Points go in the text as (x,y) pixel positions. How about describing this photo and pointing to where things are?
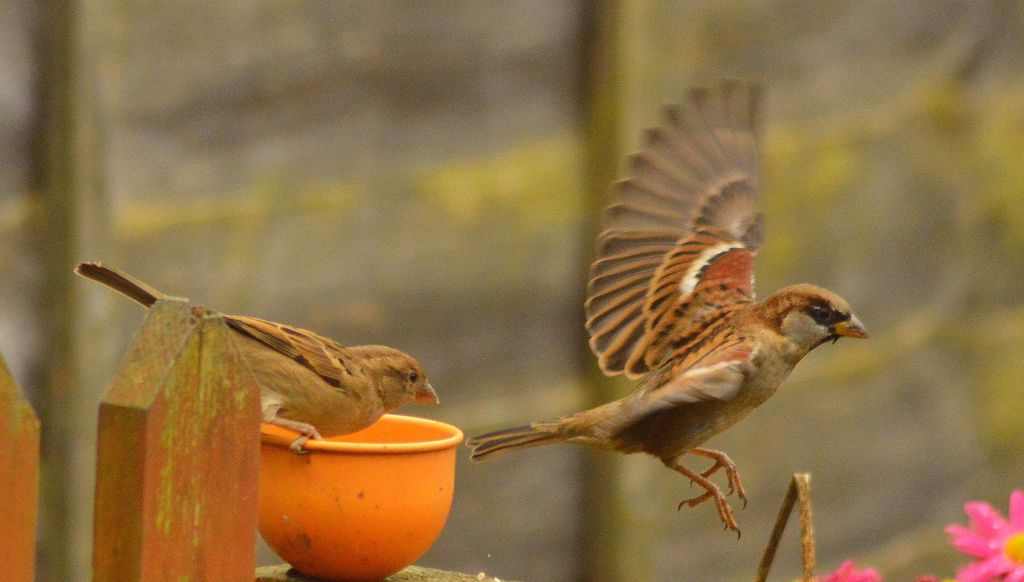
Here I can see two birds (283,404). One bird (310,423) is on a bowl (321,483) and another bird (675,353) is flying towards the right side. This bowl (358,500) is placed on a wooden object (174,511). In the bottom right-hand corner (990,535) there are few flowers (982,550). The background (518,178) is blurred.
